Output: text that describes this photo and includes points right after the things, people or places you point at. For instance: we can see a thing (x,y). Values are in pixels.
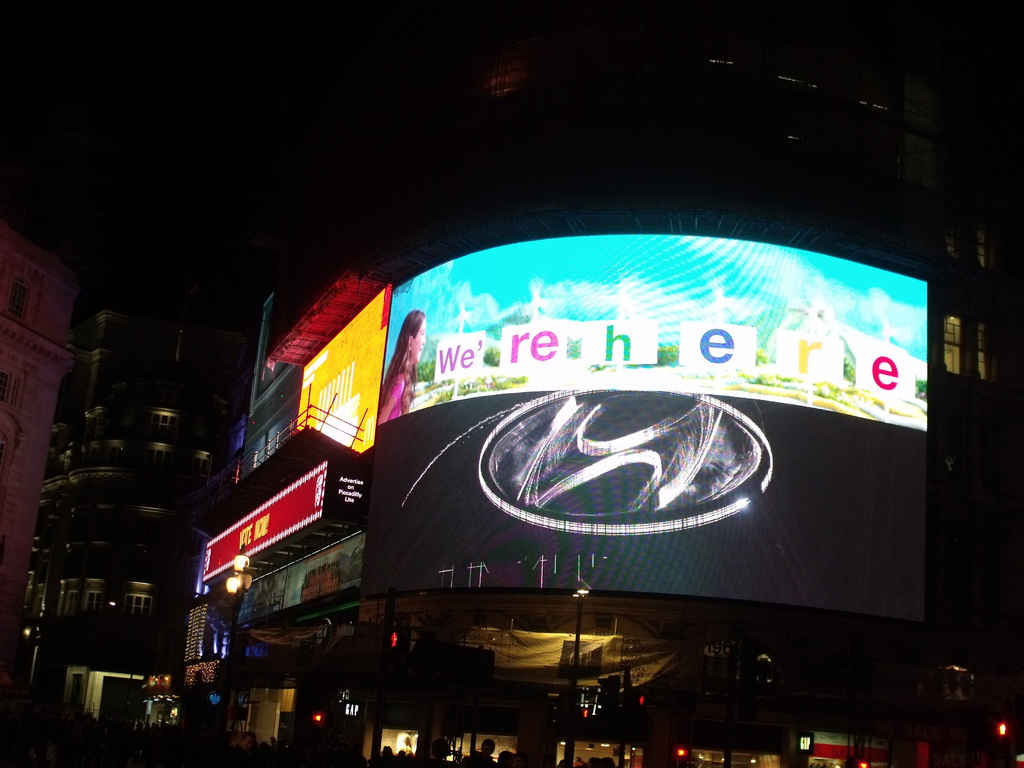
In this picture I can see buildings (178,393) and I can see a screen (605,401) displaying and a board (237,538) with some text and I can see few people (423,764) at the bottom of the picture (403,763) and I can see dark background (155,270).
